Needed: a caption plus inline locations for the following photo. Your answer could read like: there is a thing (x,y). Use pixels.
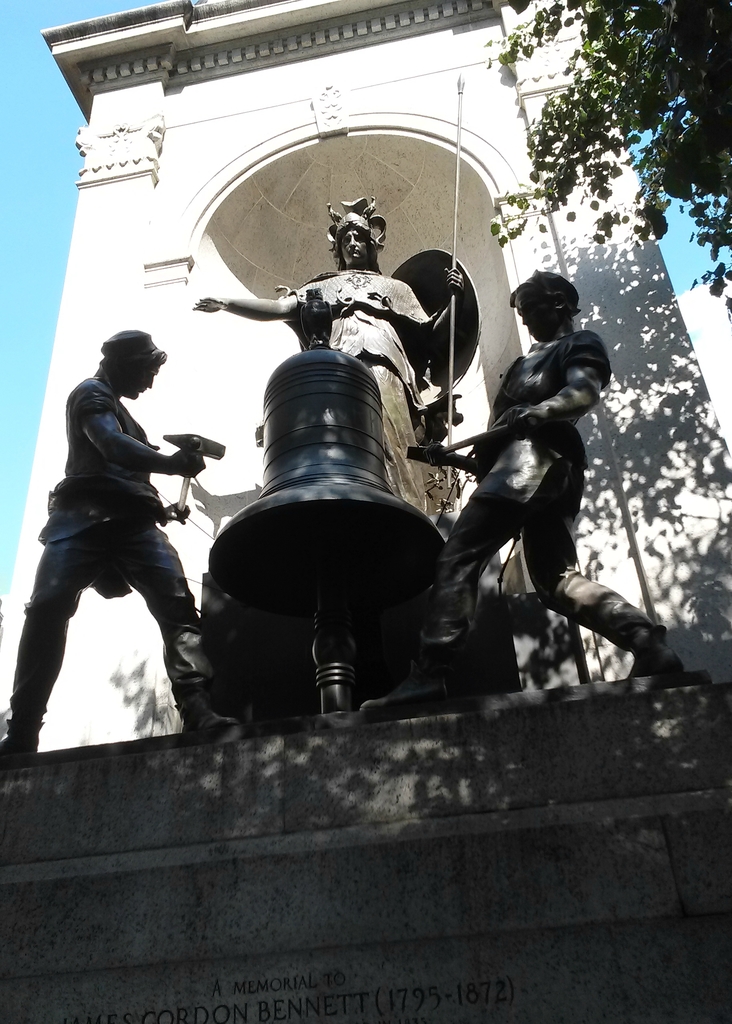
In this image we can see statues (469,625). Here we have three statues (156,564) and one bell like structure statue (326,571). Trees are there and a text (511,976) was written on the wall (360,972).
